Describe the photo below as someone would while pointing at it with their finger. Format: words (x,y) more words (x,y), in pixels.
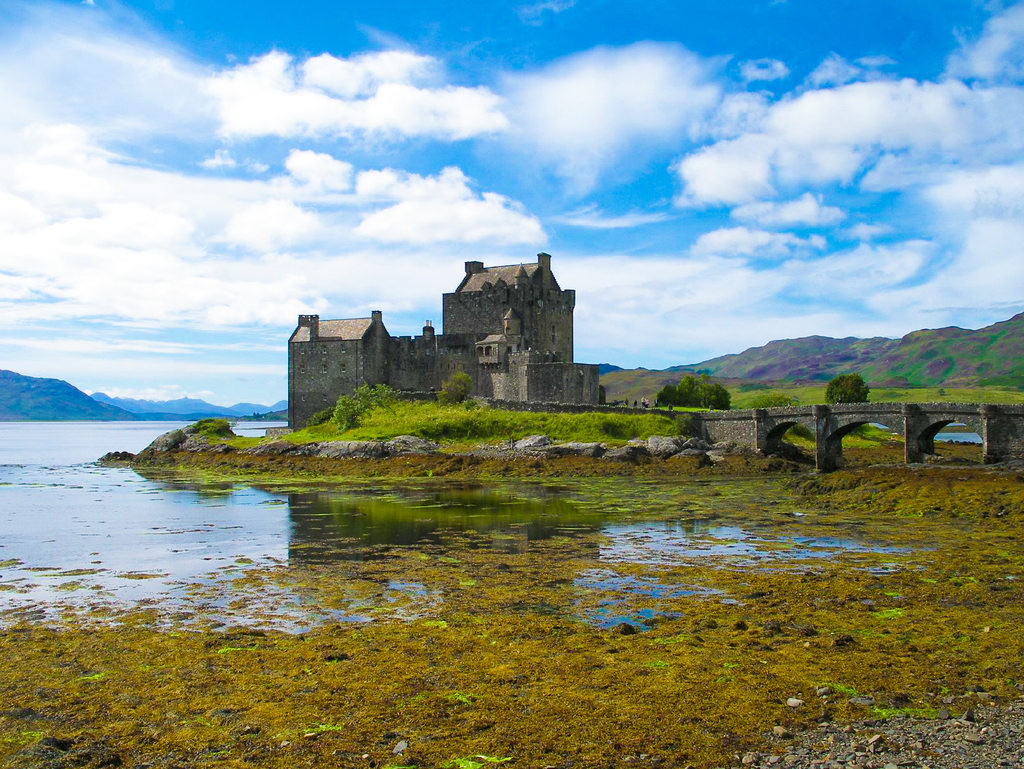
In this image I can see the water (584,576), background (441,382) I can see few plants (460,389) and trees (828,385) in green color and I can see the building (507,373) in grey color, the sky (436,85) is in blue and white color and I can also see the mountains (167,413).
